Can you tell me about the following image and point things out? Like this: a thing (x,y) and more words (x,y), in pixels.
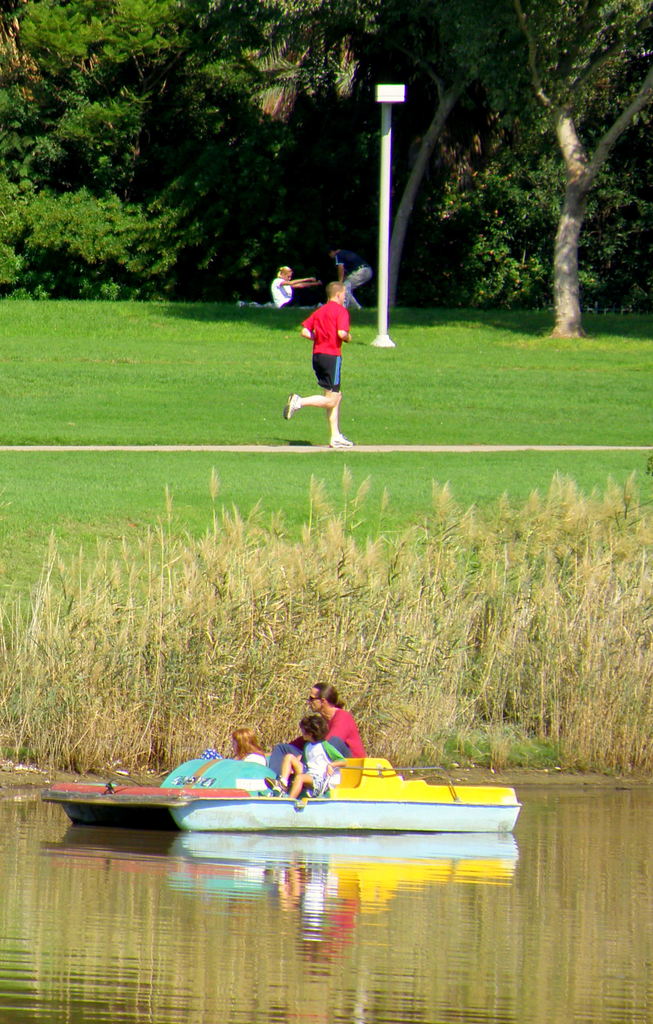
In the image we can see there is a boat (228,798) in the water (242,857). In the boat (200,805) there are people (307,764) sitting. Here we can see grass (328,605) and here we can see a person (331,375) wearing clothes (335,365), shoes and the person (338,409) is running. We can see pole (385,250) and trees (246,177). There are even two people (312,285) doing exercise.
